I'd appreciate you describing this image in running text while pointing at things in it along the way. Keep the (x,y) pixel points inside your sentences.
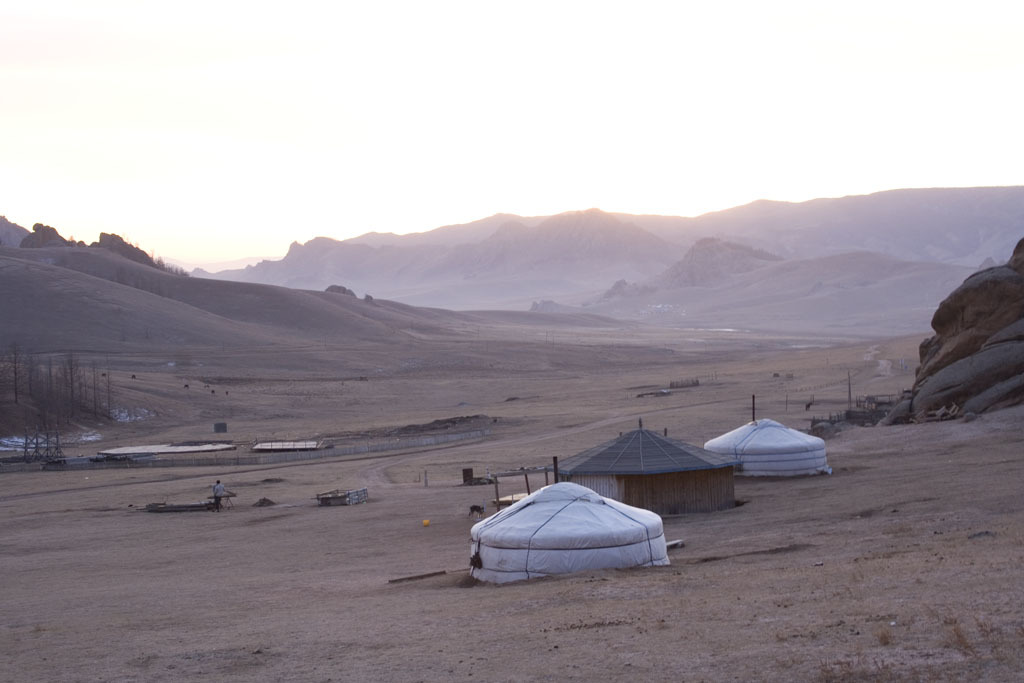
This picture might be taken outside city. In this image, in the middle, we can see three huts (738,450). On the right side (939,366), we can also see some stones (1023,402). On the left side (70,378), we can see some trees (78,391) and a person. In the background (148,321), we can see some trees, mountains (422,254). On the top (745,136), we can see a sky (767,162), at the bottom (962,496), we can see a land (941,489) with some stones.
